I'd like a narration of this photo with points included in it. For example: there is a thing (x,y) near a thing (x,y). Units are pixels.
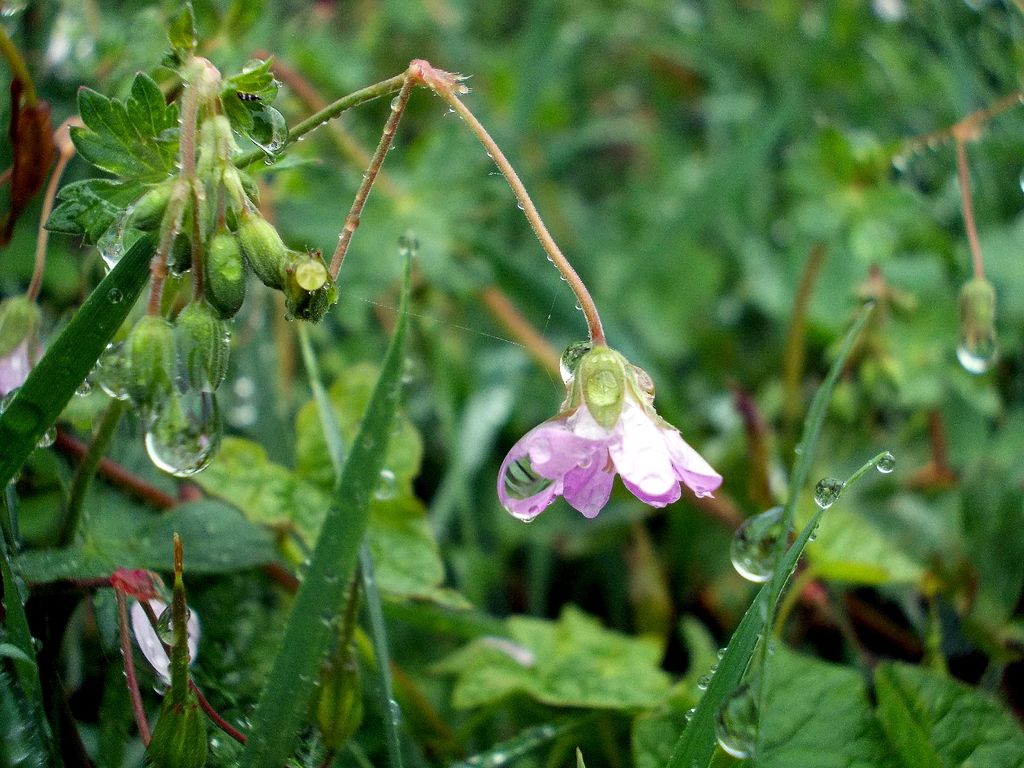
This picture shows plants (830,246) and we see purple color flower (586,513) and few buds (209,307) and we see water droplets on the Leaves (557,730).
